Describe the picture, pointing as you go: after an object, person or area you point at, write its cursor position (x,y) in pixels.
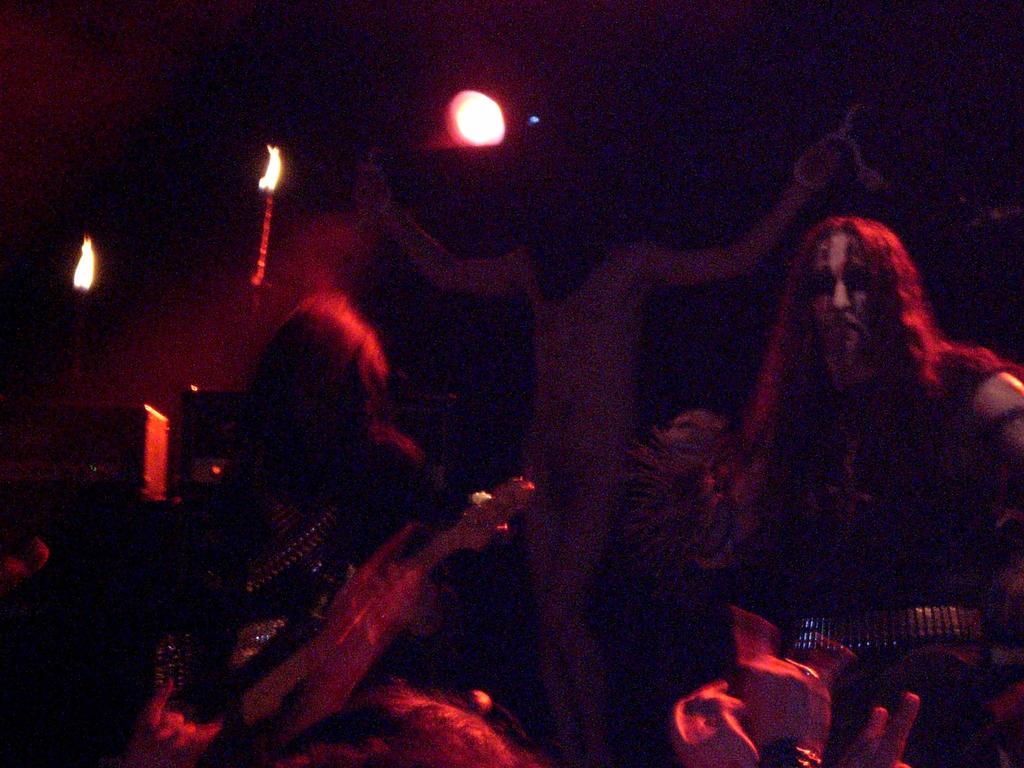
On the right side (773,420), there is a person (889,368). On the left side (298,645), there is a person (378,364). In the background (556,457), there is a person (620,287) on the cross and there are lights (278,167). And the background (117,104) is dark in color.
